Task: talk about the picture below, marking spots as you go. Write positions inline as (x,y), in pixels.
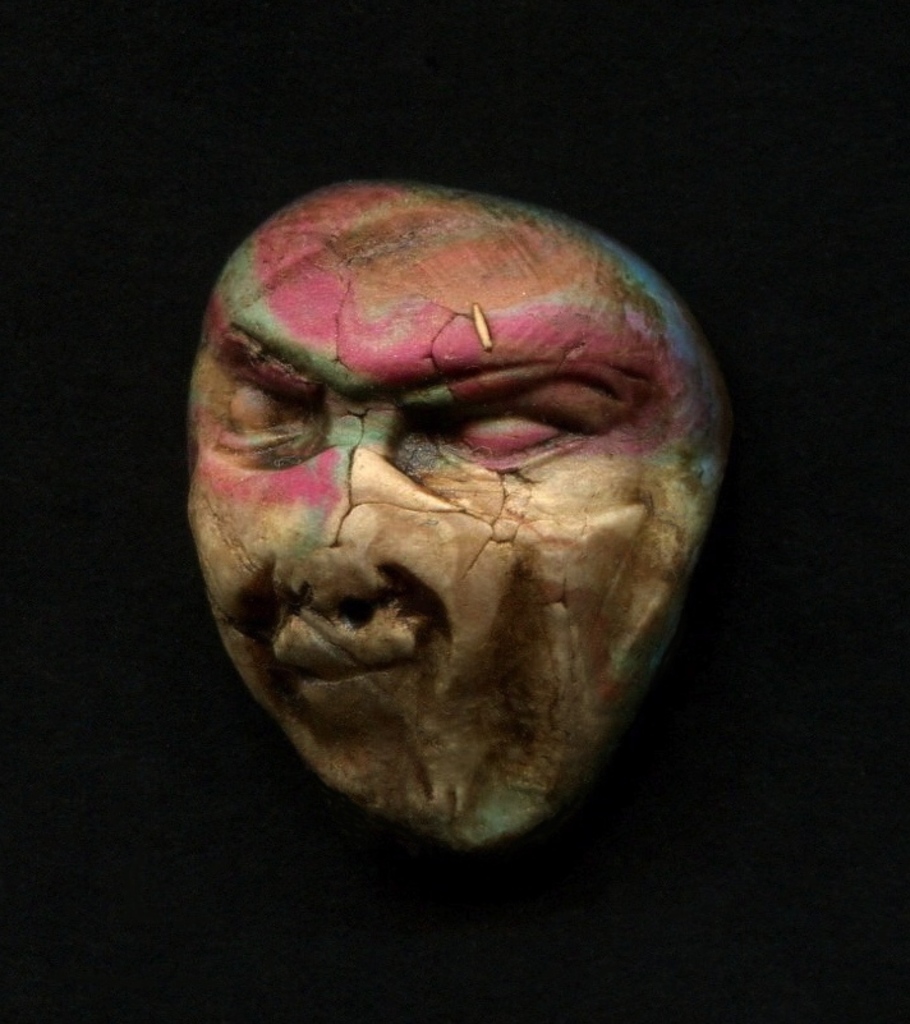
This picture contains artifact (280,507) or a skull (358,475) and in the background (126,427), it is dark.
